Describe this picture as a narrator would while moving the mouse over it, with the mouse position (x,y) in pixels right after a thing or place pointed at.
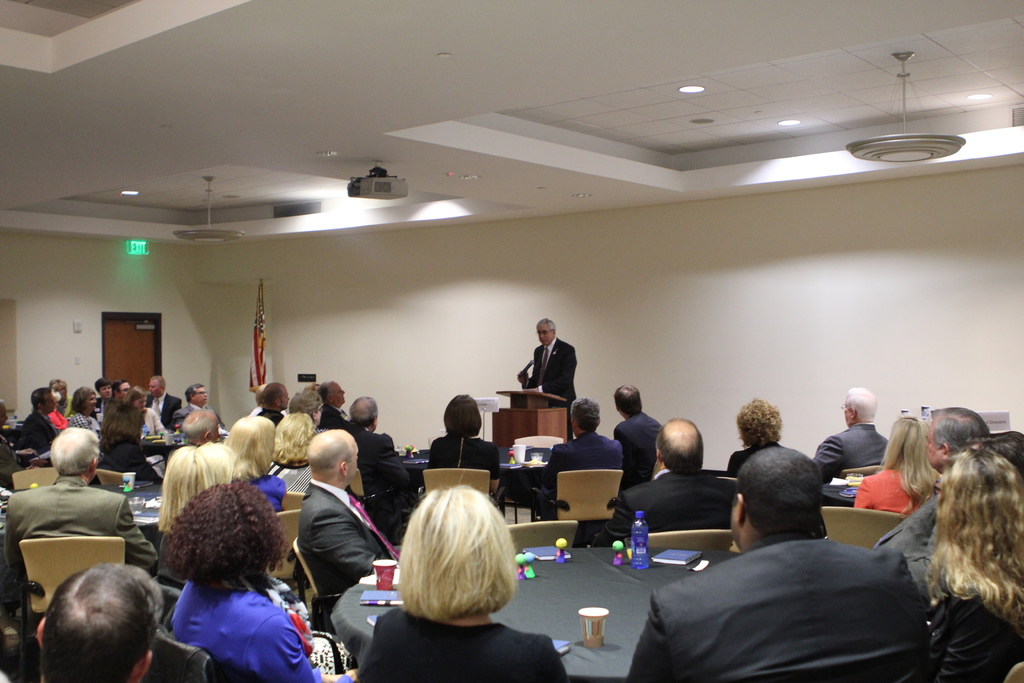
This image is taken indoors. In the background (322,324) there is a wall (518,301) with a door (137,346) and there is a flag (261,332). At the top of the image (231,124) there is a ceiling (252,161) with lights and a projector (379,186). In the middle of the image (567,384) a man (545,328) is standing on the dais (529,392) and there is a podium (549,402). Many people (179,475) are sitting on the chairs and there are many tables (624,633) with a few things (133,506) on them.
